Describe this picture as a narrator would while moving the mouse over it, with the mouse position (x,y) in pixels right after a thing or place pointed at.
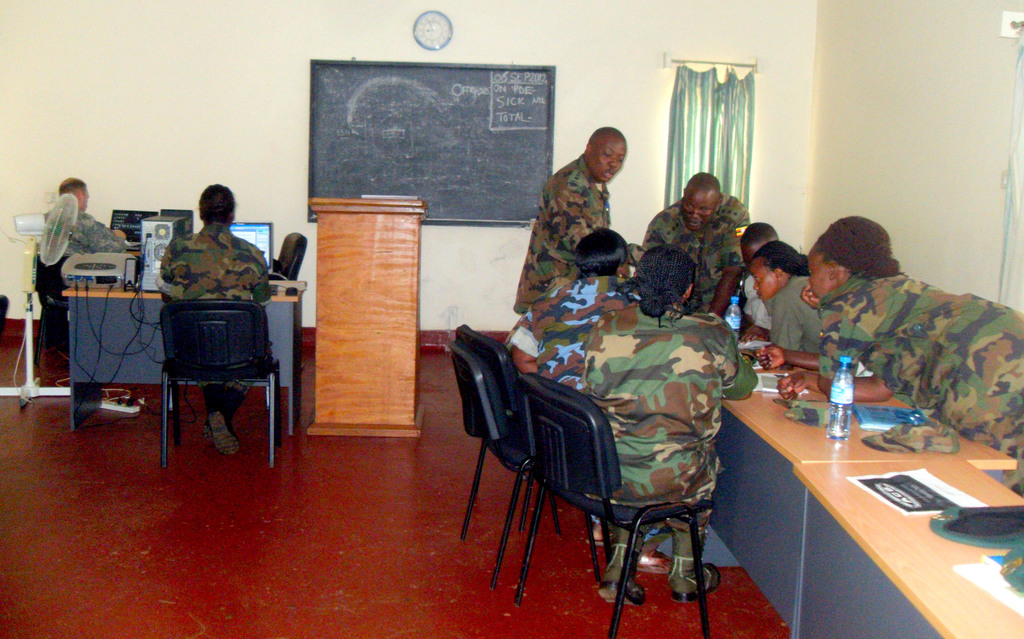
This picture is clicked inside the room (470,246). Here, we see many people (713,274) wearing uniform (566,290) are sitting on chair (590,443) on either side of the table (723,442). On table (846,518), we see book (903,485), cap (945,420), water bottle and on the left corner of the picture (220,228), we see two people (237,249) sitting on chair (171,304) and in front of them, we see a table (124,294) on which CPU (169,231), monitor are placed and in front of them, we see black board (404,161) on a white wall (196,106). We even see clock watch (426,20) placed on the wall (405,37) and in front of board (345,176), we see podium (390,303) and on the right corner (738,147), we see curtain (719,122) which is green in color.
